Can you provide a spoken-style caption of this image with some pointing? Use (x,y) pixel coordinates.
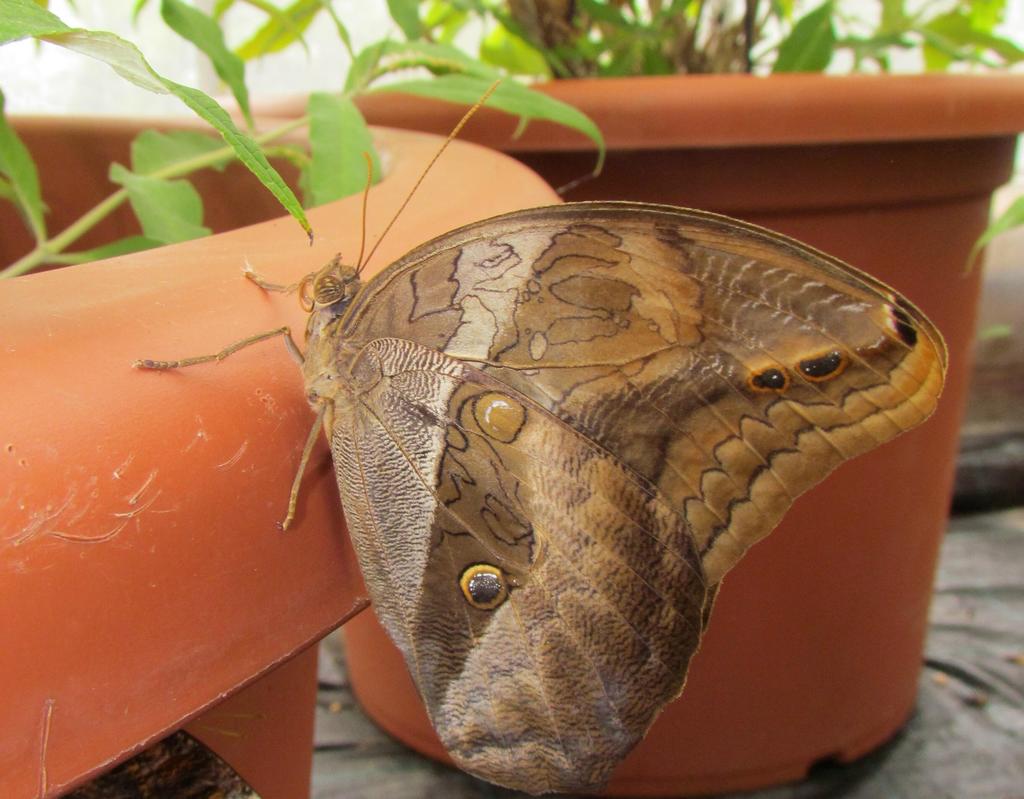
In the picture I can see a butterfly (539,483). In the background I can see plant pots (291,396). The background of the image (764,189) is blurred.
